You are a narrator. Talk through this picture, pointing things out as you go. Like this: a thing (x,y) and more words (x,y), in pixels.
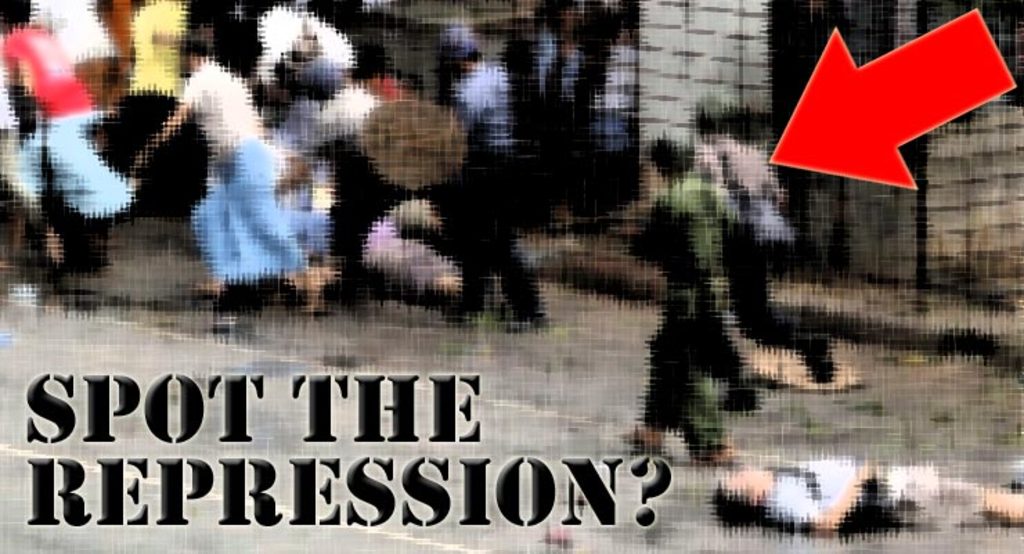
In the image we can see there is a poster (504,303) on which there is an arrow (885,69) which is in red colour indicating people (750,199) and there are people (658,218) standing on the ground (92,349).
